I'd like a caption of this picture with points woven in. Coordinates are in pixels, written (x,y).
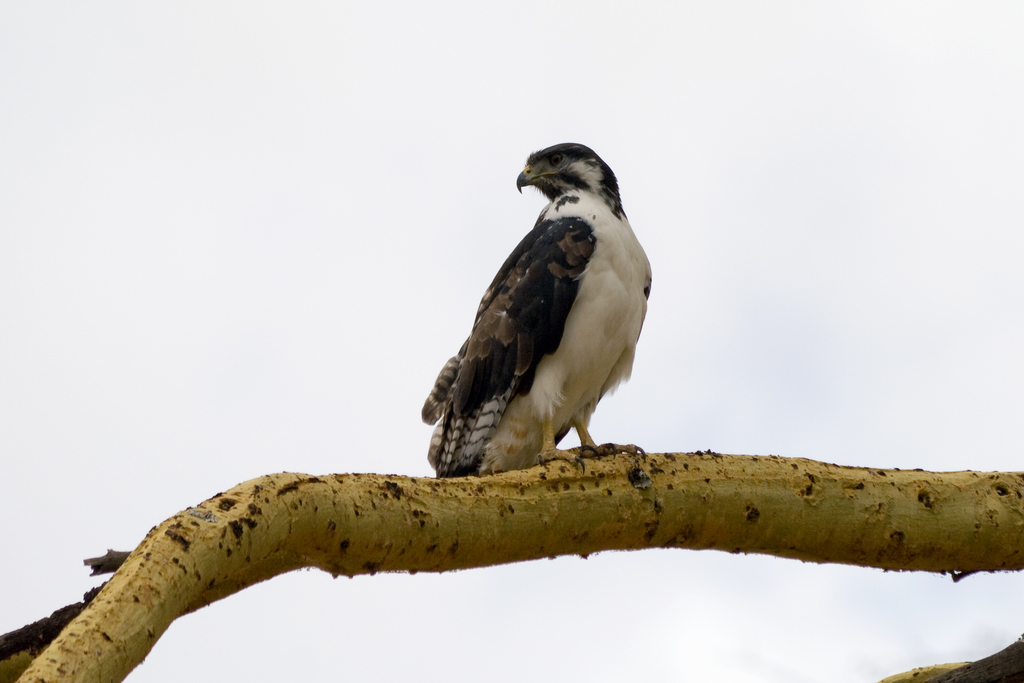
In this image we can see an eagle (614,345) on the branch (541,517).
